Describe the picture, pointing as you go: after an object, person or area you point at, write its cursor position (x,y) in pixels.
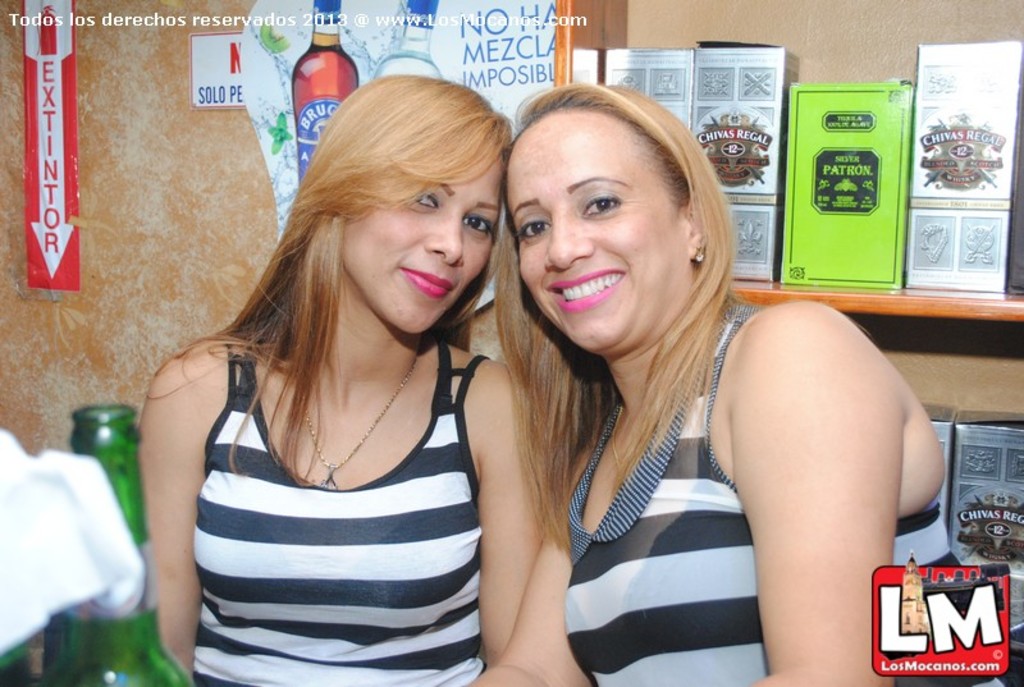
In this image i can see 2 woman (622,509) next to each other and a bottle (60,676). In the background (106,300) i can see a wall (132,119), a poster (354,54) and few boxes (868,147).
